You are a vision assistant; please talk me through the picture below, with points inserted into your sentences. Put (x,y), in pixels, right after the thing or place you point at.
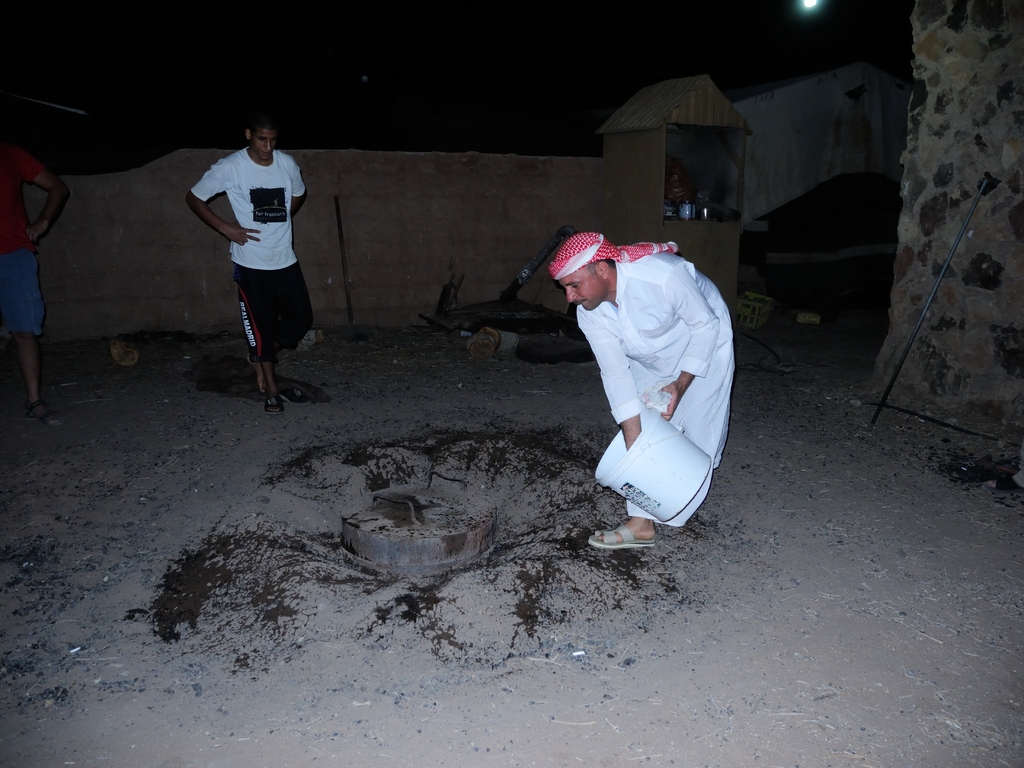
In this picture there is a man (666,354) in the center of the image (641,294), by holding a bucket (653,509) in his hands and there are other people (250,270) in the image and there are houses (696,168) in the background area of the image (809,123) and there is a wall (926,339) on the right side of the image (907,269) and there is a light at the top side of the image (802,7).
